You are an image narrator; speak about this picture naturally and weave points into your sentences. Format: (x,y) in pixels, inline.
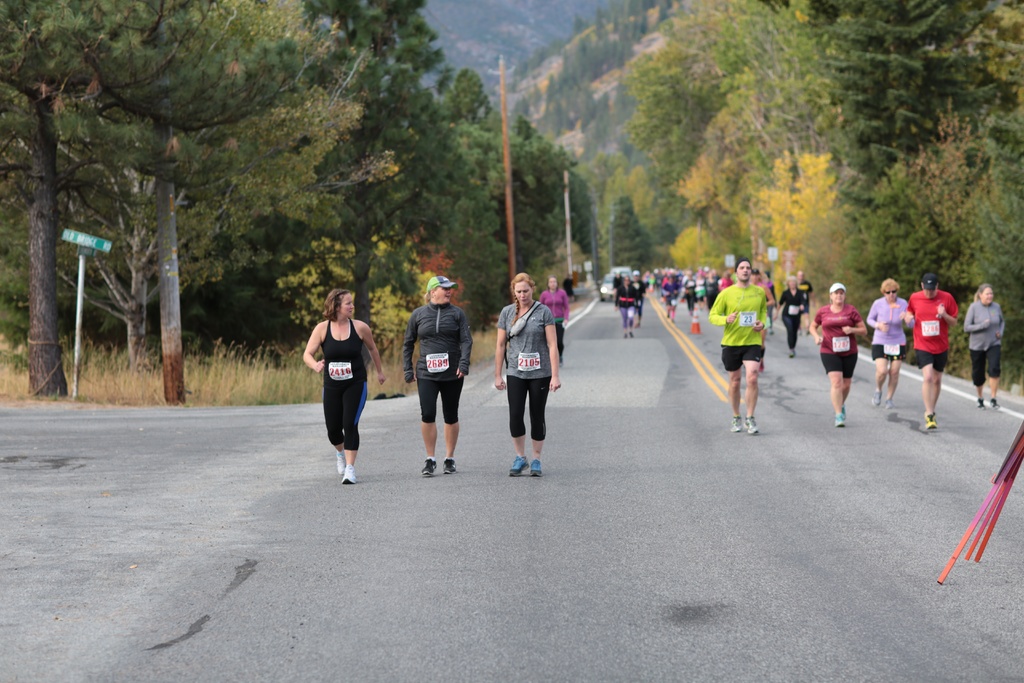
In the background (831,73) we can see the thicket (835,172). In this picture we can see the trees (1011,324), plants (1011,324), poles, boards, traffic cone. We can see the people (733,333) and objects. Far we can see a vehicle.
